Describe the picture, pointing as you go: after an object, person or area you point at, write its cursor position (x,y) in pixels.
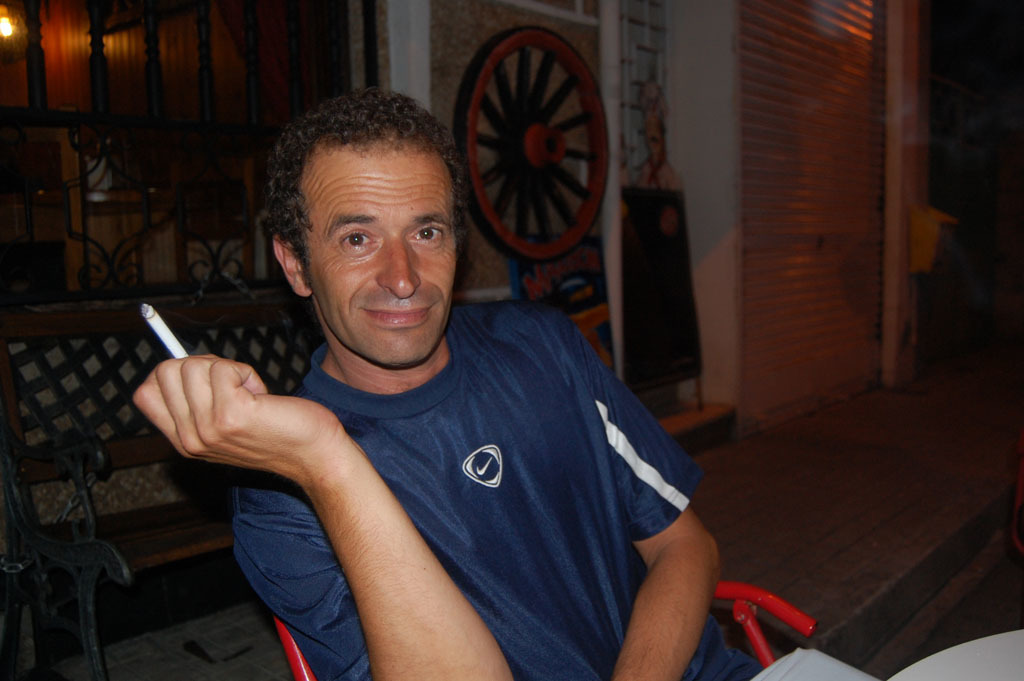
In this picture there is a person (549,483) wearing blue shirt (561,499) is sitting in a chair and holding a cigarette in his hand (197,436) and there are some other objects (253,117) behind it.
